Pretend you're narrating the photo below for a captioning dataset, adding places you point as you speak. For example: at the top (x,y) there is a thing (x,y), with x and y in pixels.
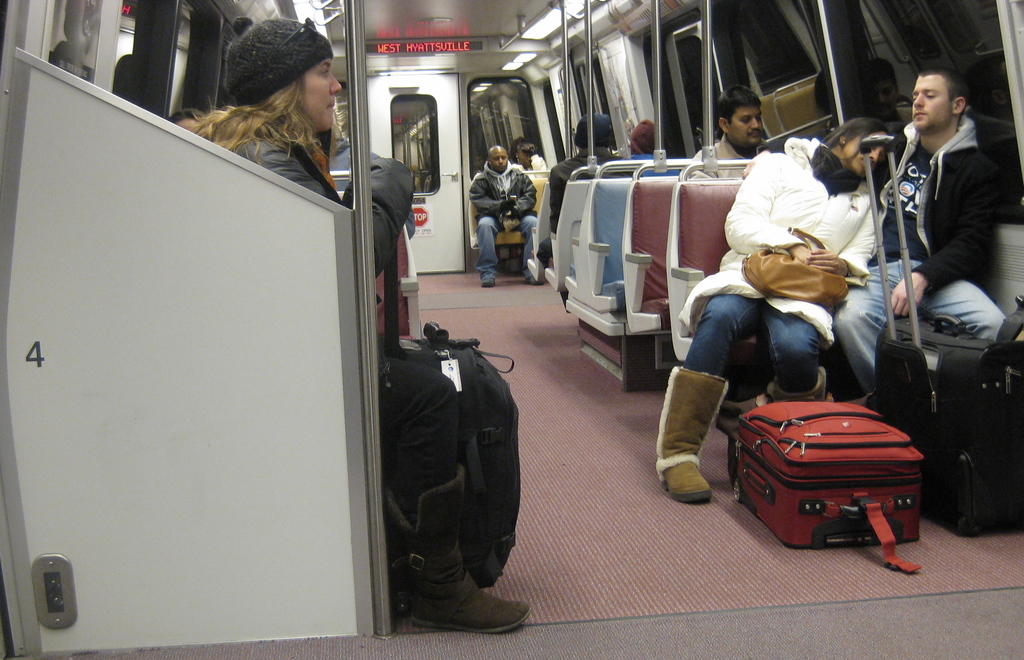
In the image we can see there are people (404,359) who are sitting on chair (693,200) and there are suitcases (901,362) on the floor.
